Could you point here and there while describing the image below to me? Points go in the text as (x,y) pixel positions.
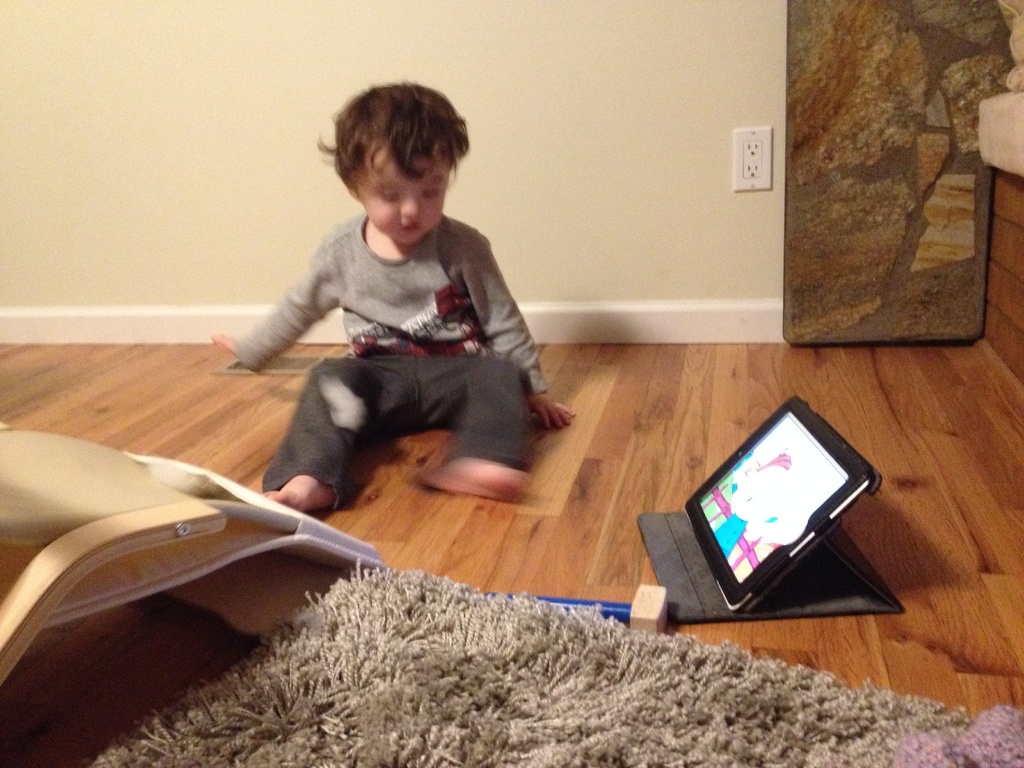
In this picture we can see a child (413,326) sitting on the floor (220,424). There is a carpet (611,659) visible at the bottom of the picture (343,741). We can see a device (850,472) and some objects (638,606) on the floor (814,391). There is a switchboard (760,178) and a wall (295,117) is visible in the background (630,96).
